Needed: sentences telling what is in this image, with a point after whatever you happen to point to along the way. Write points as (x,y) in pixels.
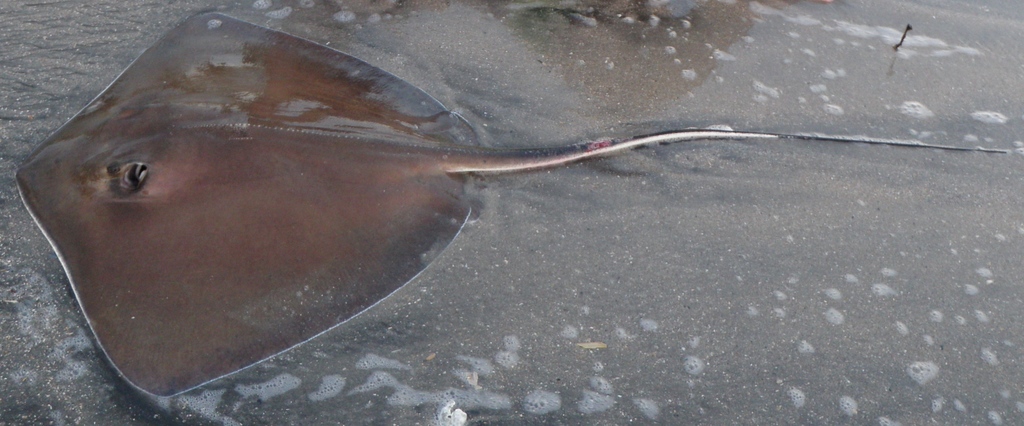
This picture contains a skate fish (309,244). It is in brown color. In the background (514,329), we see water (627,331) and sand (796,246).
